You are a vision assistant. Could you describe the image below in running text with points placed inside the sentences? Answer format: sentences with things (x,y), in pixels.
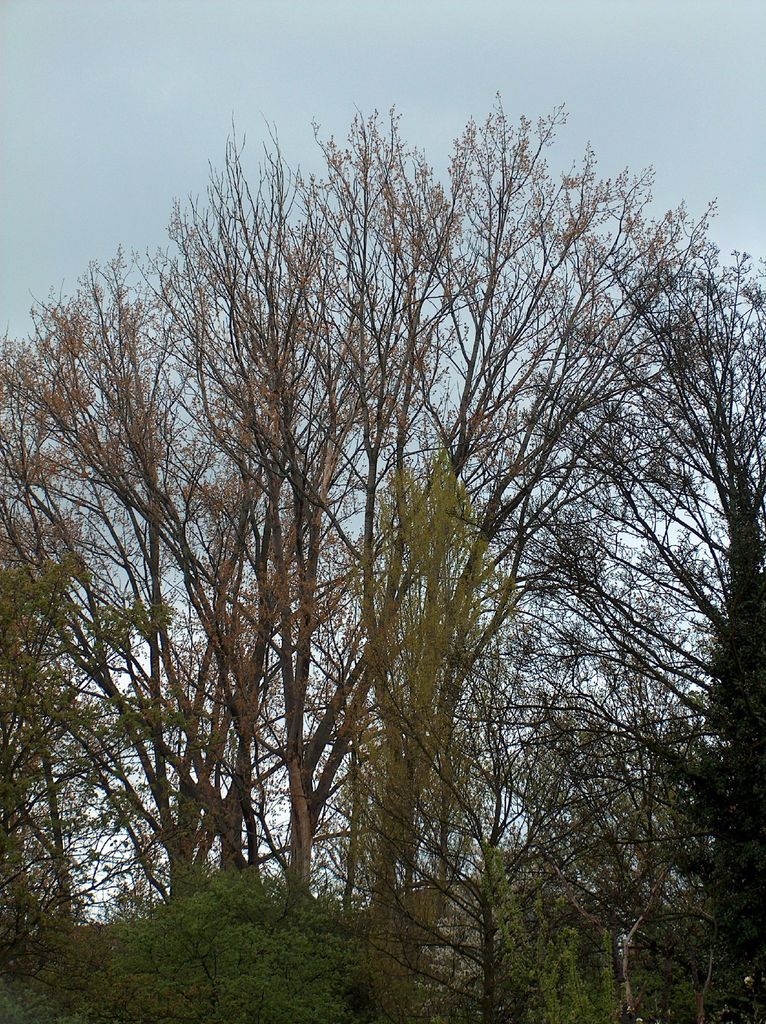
In this picture we can see trees (457,500) and we can see sky (630,539) in the background (695,137).
